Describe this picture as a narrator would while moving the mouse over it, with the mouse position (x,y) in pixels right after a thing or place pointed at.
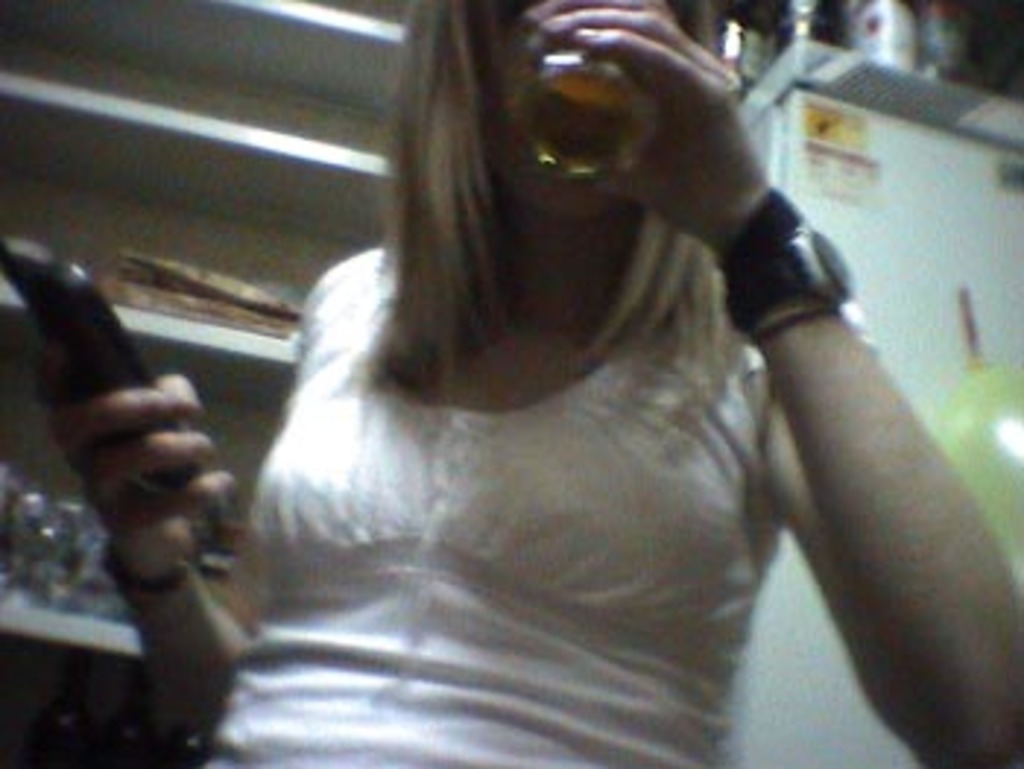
In this image there is a person (476,465) truncated towards the top of the image (560,121), the person (607,341) is holding an object (94,326), there are shelves (268,129) truncated, there are objects (244,296) on the shelves (221,252), there is an object (944,403) truncated towards the right of the image (942,214), there are objects (857,35) truncated towards the top of the image (881,36), there are objects (148,749) truncated towards the bottom of the image (134,752).
